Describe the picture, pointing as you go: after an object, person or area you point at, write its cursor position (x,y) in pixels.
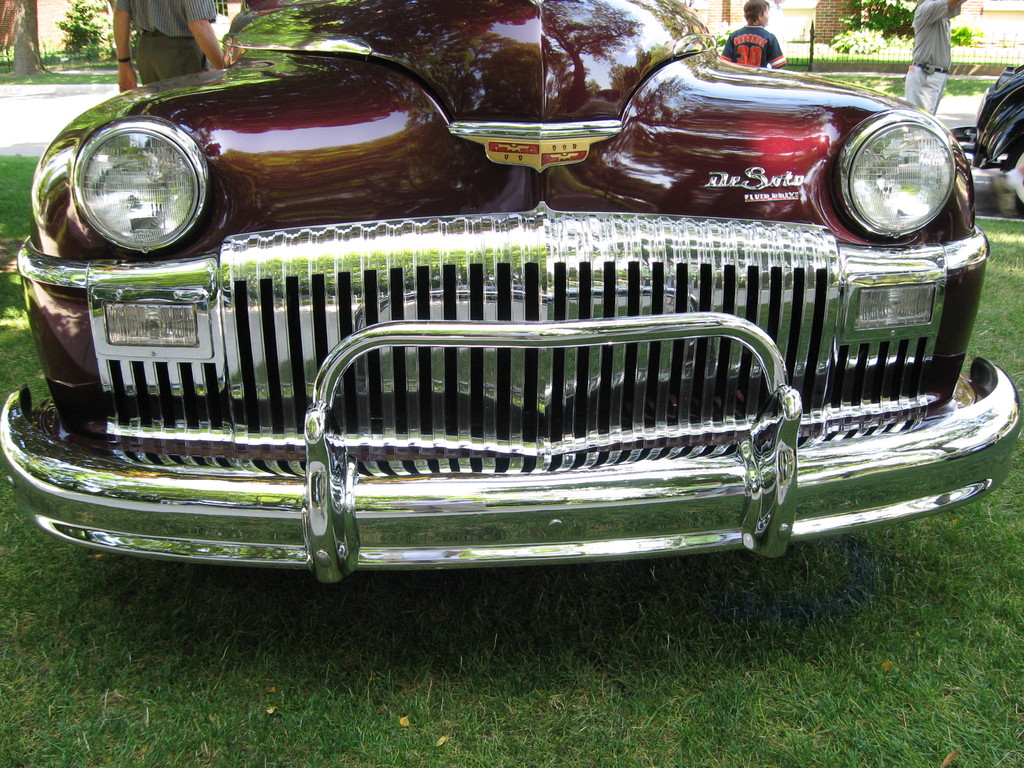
In this image we can see a car (374,72) on the grass (841,734). In the background (198,26) we can see few persons (212,20), objects (1003,115), fence (981,40), plants (85,15), wall (967,20) and tree trunk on the left side (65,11).
